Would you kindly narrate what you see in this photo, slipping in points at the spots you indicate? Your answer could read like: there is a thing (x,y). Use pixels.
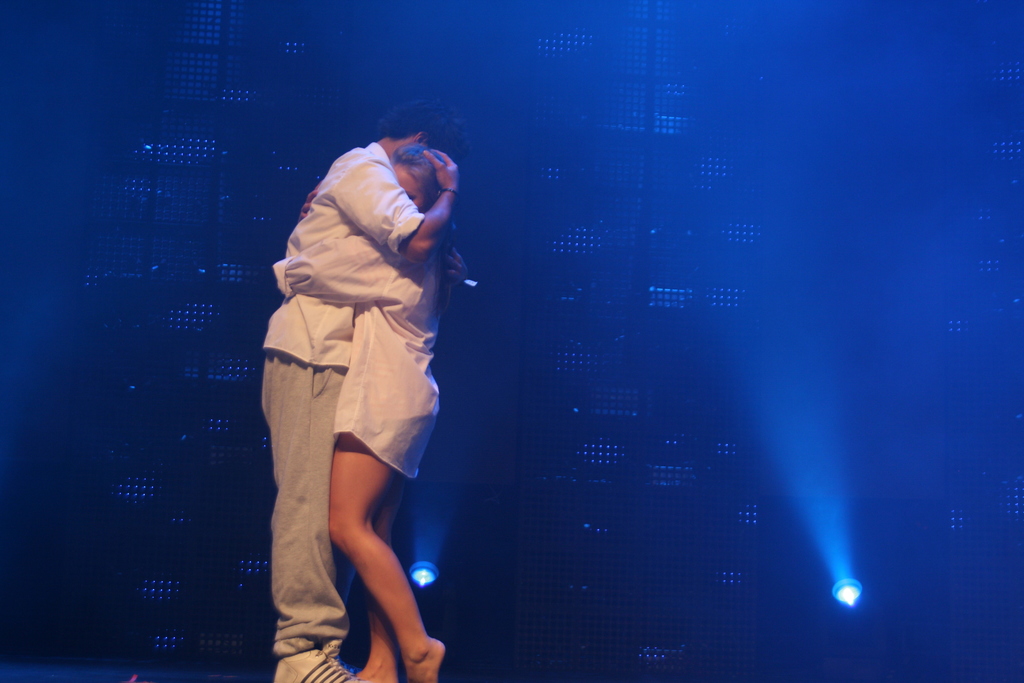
In this image a person (391,204) and a woman (377,304) are hugging each other. They are standing. They are wearing white shirts (357,312). Behind them there are two lights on the floor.
